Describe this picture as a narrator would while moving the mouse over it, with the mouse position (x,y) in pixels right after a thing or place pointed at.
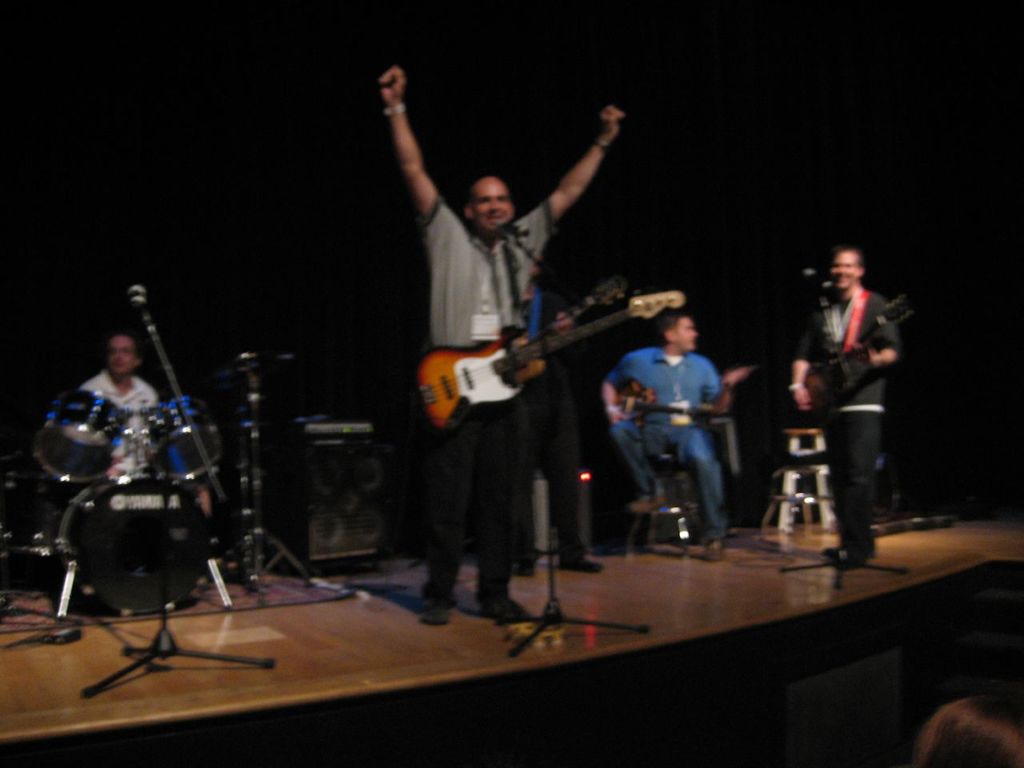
A man (395,71) is singing in a microphone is holding a guitar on the left (185,425) a man (118,390) is beating the drums (185,425) on the right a man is standing and smiling.
